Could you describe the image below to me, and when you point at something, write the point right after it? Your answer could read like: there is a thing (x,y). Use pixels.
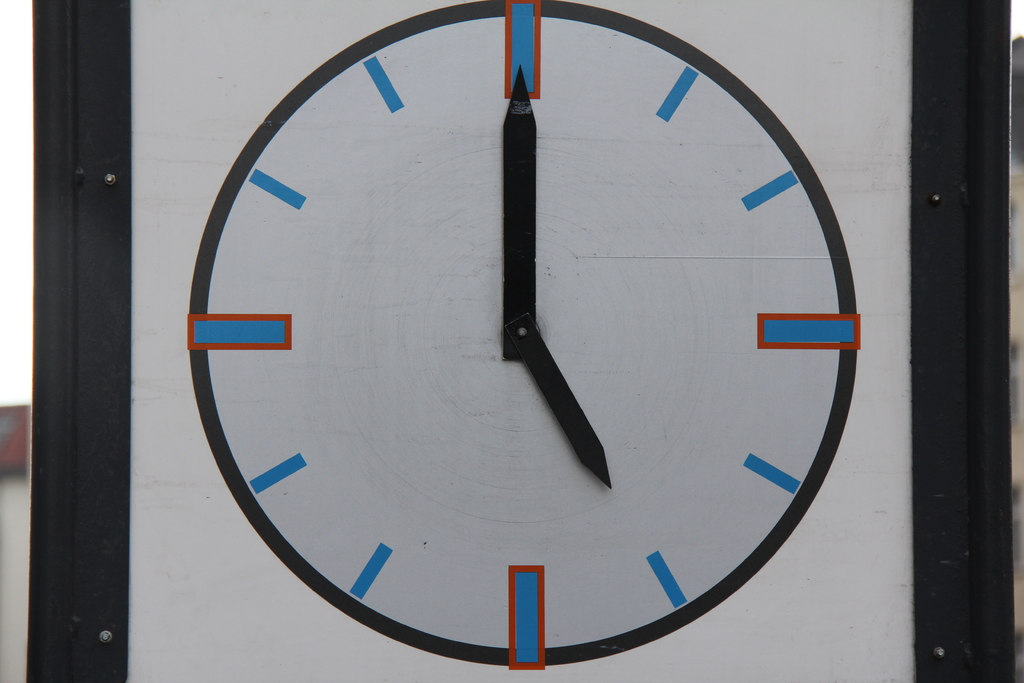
This is the picture of a wall clock (481,269) which is in white, blue and red color.
